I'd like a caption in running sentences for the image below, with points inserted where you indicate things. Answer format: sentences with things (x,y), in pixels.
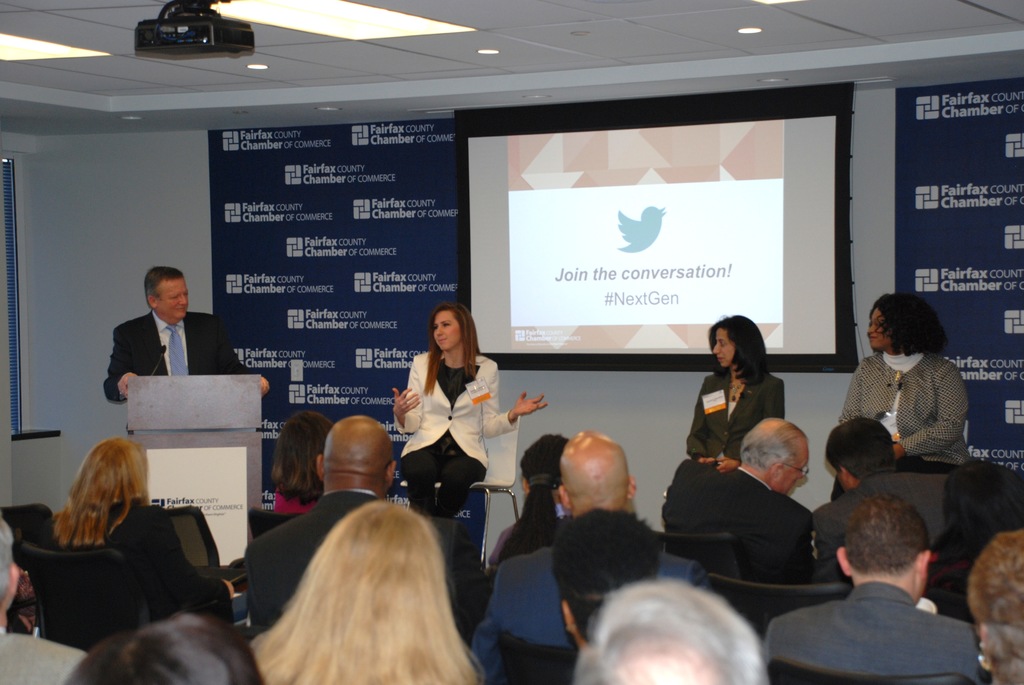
People (599,590) are seated on the black chairs (212,557). 3 people (903,370) are sitting on the stage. A person (209,327) is standing at the left (182,328) wearing a suit (135,341). There is a microphone (157,368) and its table (215,493) in front of him. There is a projector display (600,237) and banners (1009,307) at the back (932,275). On the ceiling (359,74) there are lights (281,20) and a projector (191,48) is present.
